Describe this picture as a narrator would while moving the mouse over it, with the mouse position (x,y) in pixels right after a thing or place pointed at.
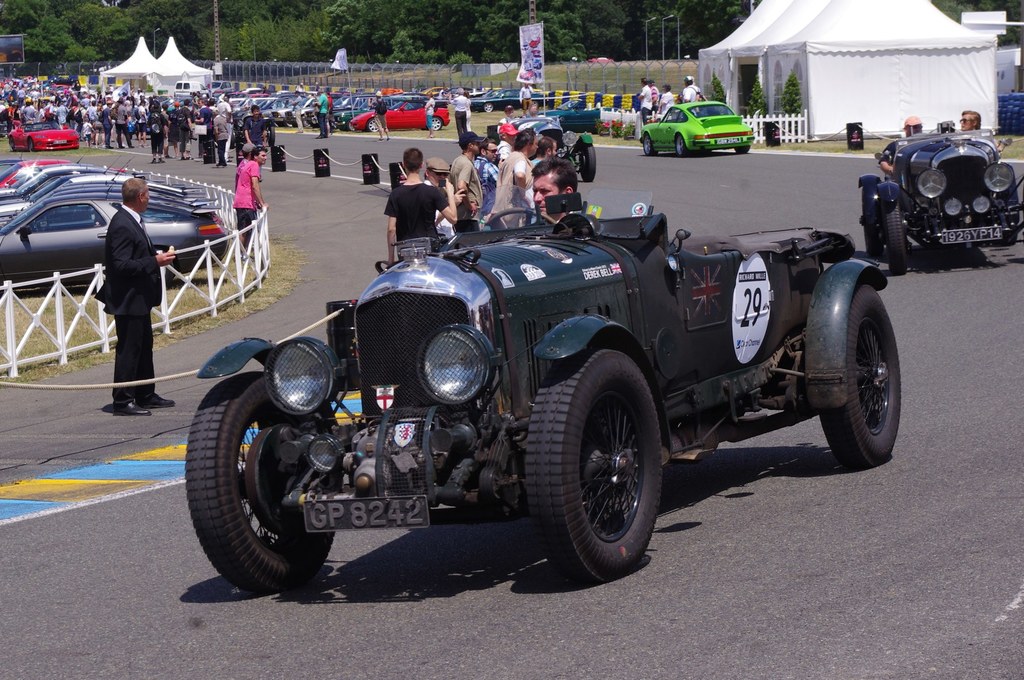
In this image we can see some cars (429,412) on the road (241,322). We can also see some people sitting inside the cars (636,326), a group of people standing and a group of cars (101,242) parked aside on the ground (227,322). We can also see the fence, grass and the barrier (346,324) with ropes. On the top of the image (793,131) we can see some tents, plants (790,104), fence (797,143), the flag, board (10,62), poles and a group of trees (380,38).
